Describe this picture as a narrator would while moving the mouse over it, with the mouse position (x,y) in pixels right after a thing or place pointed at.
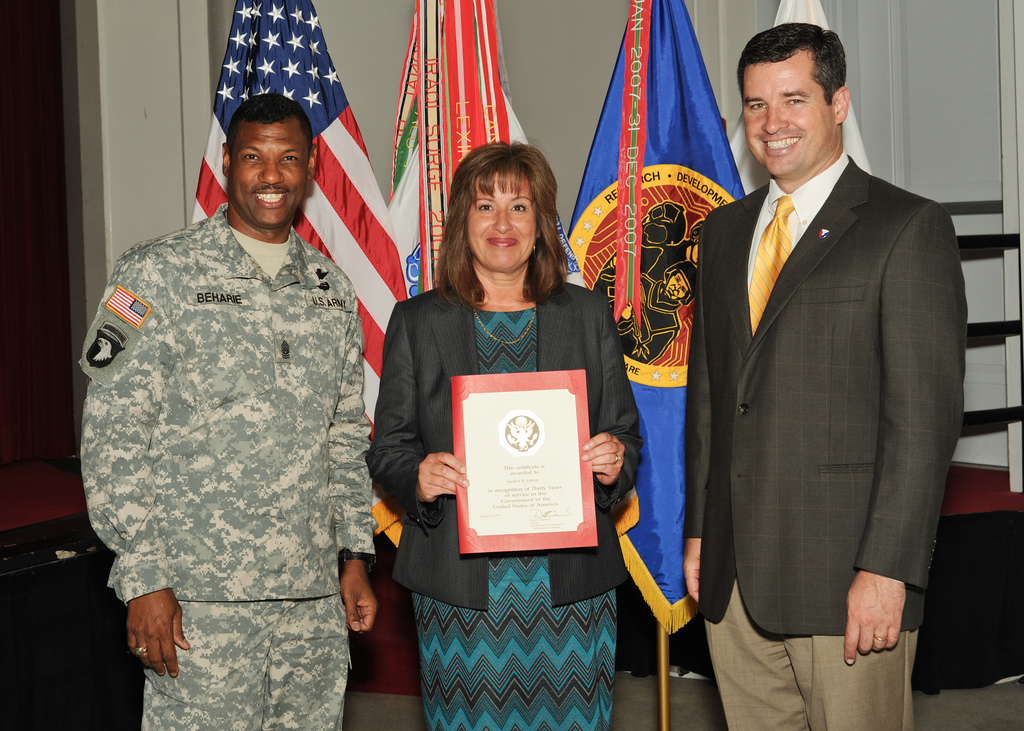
In this image we can see some people (513,593) standing. In that a woman (530,567) is holding a certificate (508,497). On the backside (575,100) we can see some flags (490,111) and the wall (597,113).
